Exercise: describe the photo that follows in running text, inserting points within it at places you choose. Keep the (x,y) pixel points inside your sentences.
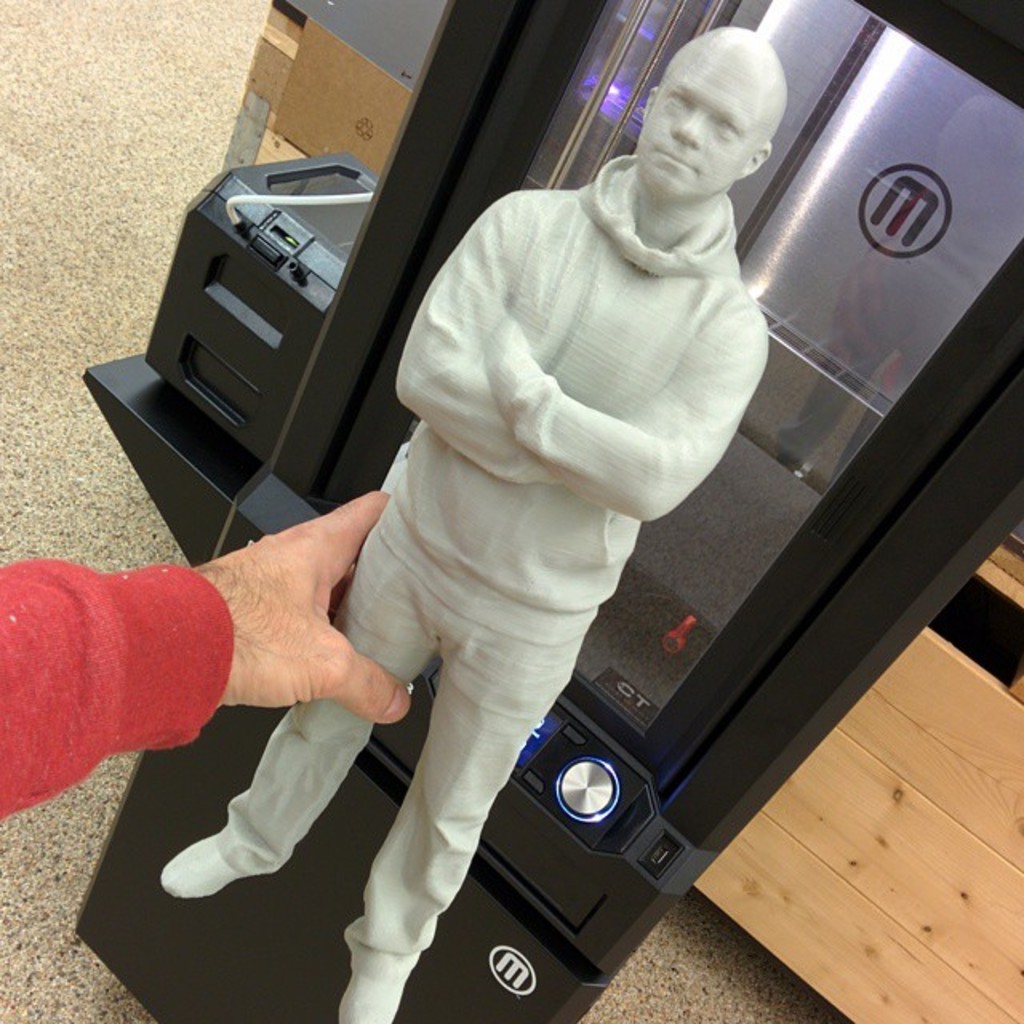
In this image I can see the person (237,615) holding the statue (426,501) of the person (619,348). I can see the statue (505,362) is in ash color. The person (300,593) is wearing the red color dress (34,732). In the background (329,215) I can see the black color machine (483,860) and the wooden object (931,864).
